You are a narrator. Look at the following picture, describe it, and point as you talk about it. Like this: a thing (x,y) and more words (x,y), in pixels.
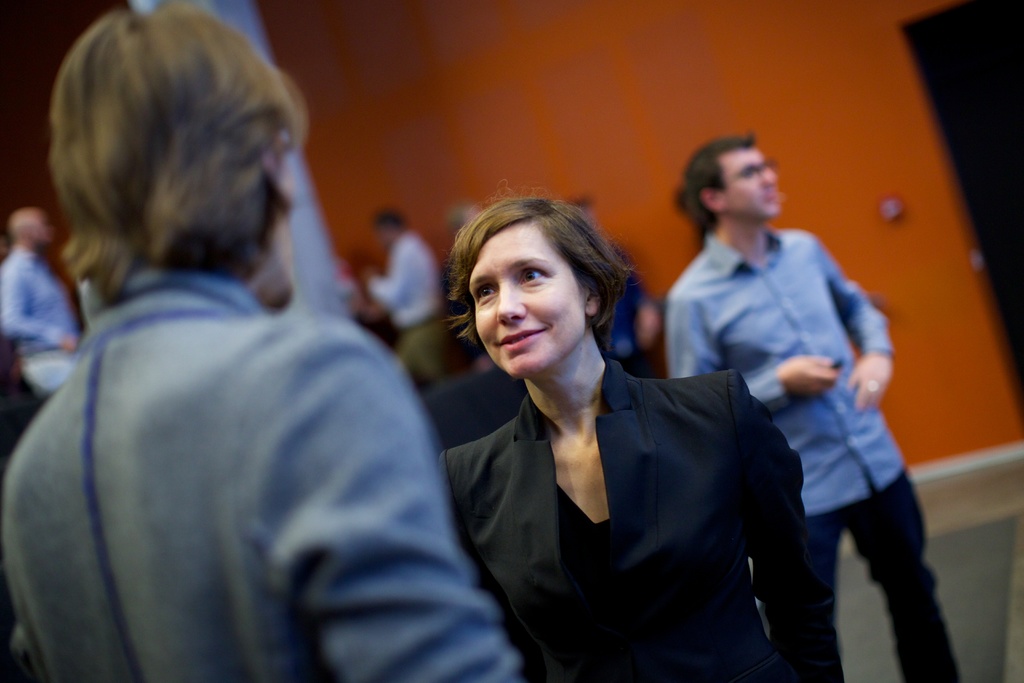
This image is taken indoors. In the background (939,255) there is a wall (441,108) with a door (974,129). On the right side of the image (990,526) there is a floor (972,617). In the middle of the image (425,285) a few people (425,285) are standing on the floor (960,597).
